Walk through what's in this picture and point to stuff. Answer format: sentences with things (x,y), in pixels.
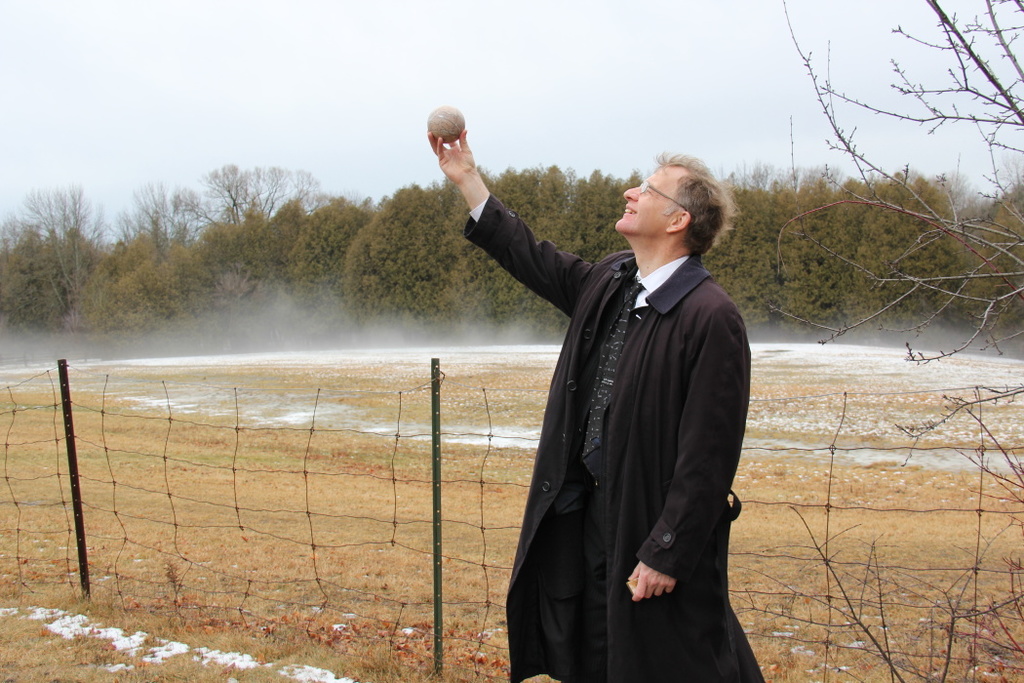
Here a man (590,406) is standing, he wore a black color coat (659,393), tie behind him there are green trees (475,251). At the top (356,105) it's a sky (371,127).
